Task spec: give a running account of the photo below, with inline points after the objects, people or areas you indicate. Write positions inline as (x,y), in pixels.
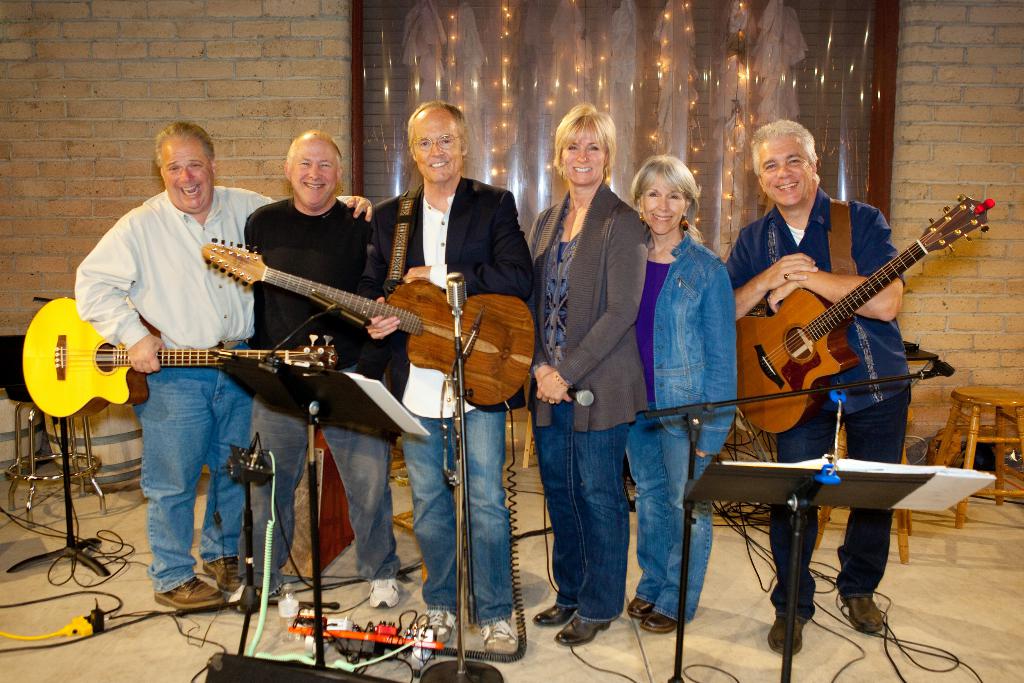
In the center (606,415) we can see group of persons (572,187) were standing and holding guitar (858,307) and they were smiling. In front of them we can see microphone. And back there is a wall (249,58), stools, chair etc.
